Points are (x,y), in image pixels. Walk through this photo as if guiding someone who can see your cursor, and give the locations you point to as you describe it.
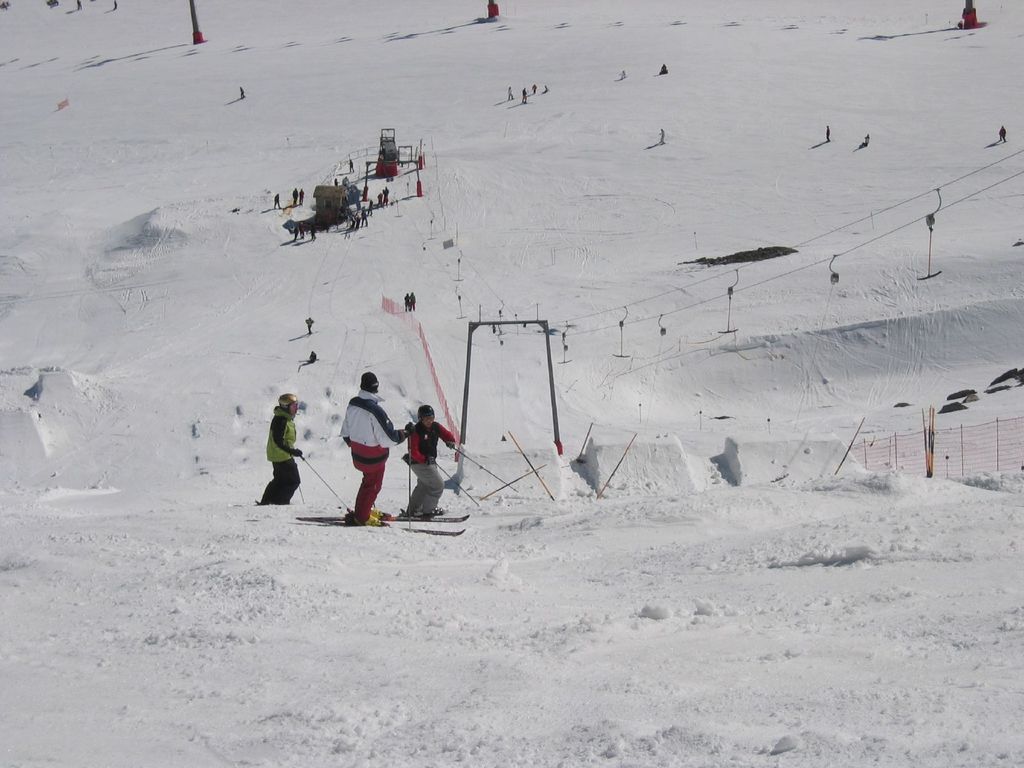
In this image I can see some snow (376,618), few persons (360,500) standing on the ski boards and skiing on the snow (473,555) and I can see they are holding sticks (462,454) in their hands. I can see the fencing (888,462), few wires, few poles (512,323) and number of persons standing on the snow (767,112) in the background (347,224).
